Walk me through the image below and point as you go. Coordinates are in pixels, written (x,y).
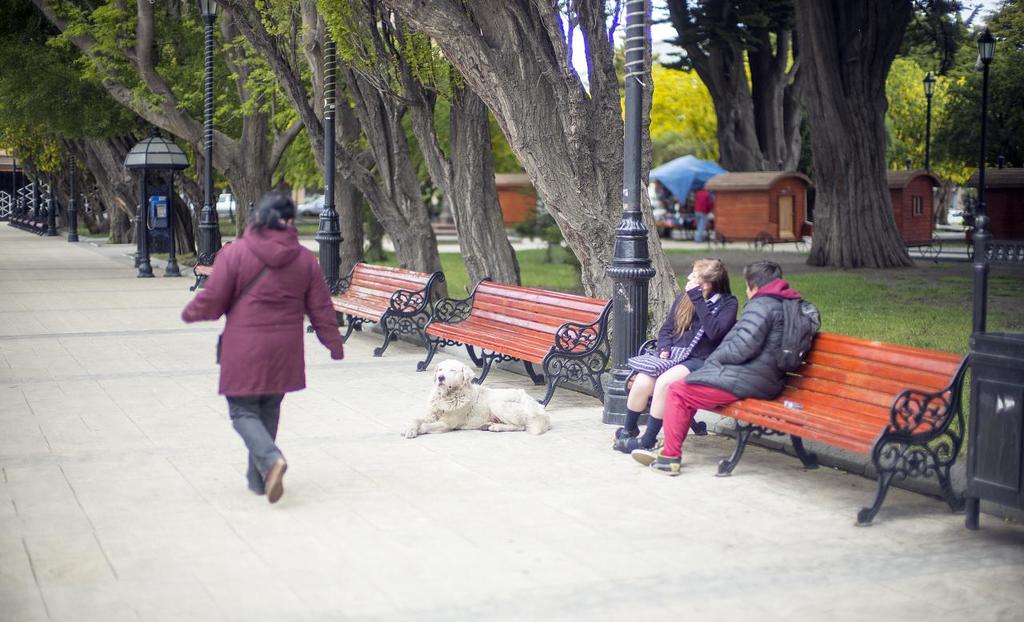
The image is taken in the park (576,396). There are benches (479,326). On the right (702,279) there are two people (699,377) sitting on the bench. In the center (536,402) there is a dog (412,430) and man (276,457) walking. in the background (535,178) there are trees (372,143), poles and sky (576,60).
